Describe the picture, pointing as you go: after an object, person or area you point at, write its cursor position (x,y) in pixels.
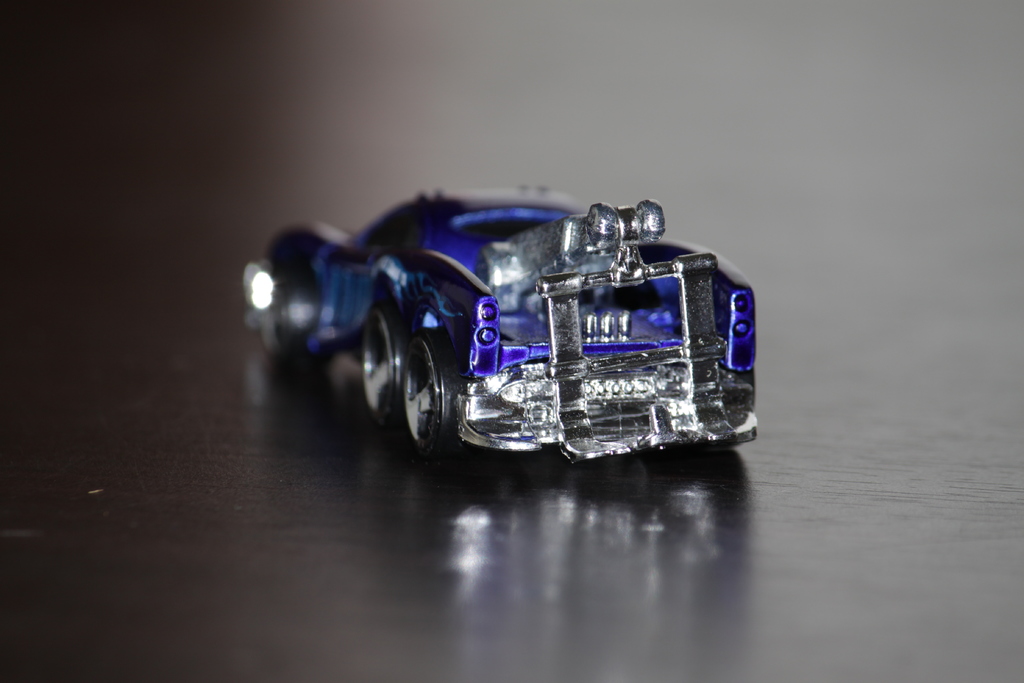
In this picture there is a toy car (606,316). At the bottom (92,474) it looks like a table (390,457) and there is a reflection (584,547) of a toy (583,422) on the table (467,567).
